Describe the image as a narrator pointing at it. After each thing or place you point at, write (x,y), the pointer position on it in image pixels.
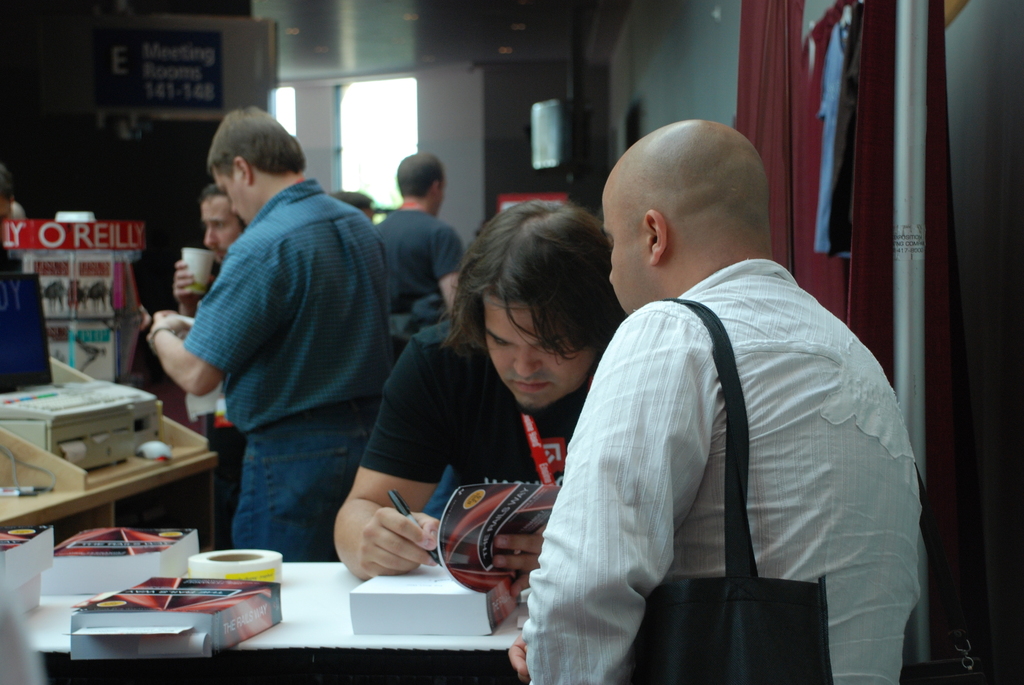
In this picture I can see there are some people (372,339) standing here and there is a man (509,543) writing something in the book (510,605) and there are some books (510,605) placed here on the table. In the backdrop (252,221) I can see there are some people (221,227) drinking some beverage (201,272) and there is a wall (165,222).
